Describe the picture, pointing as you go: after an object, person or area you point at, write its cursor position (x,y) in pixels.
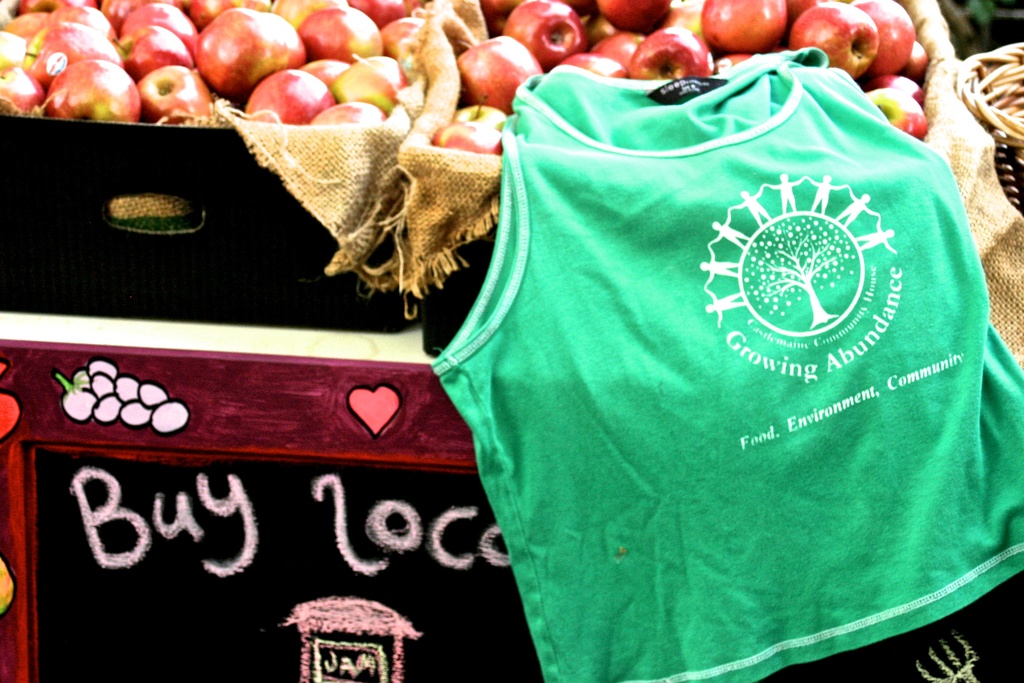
In this picture we can see a fruit stall (412,211) with basket (252,147) of apples (184,87) and a green t-shirt (618,371) on it.
